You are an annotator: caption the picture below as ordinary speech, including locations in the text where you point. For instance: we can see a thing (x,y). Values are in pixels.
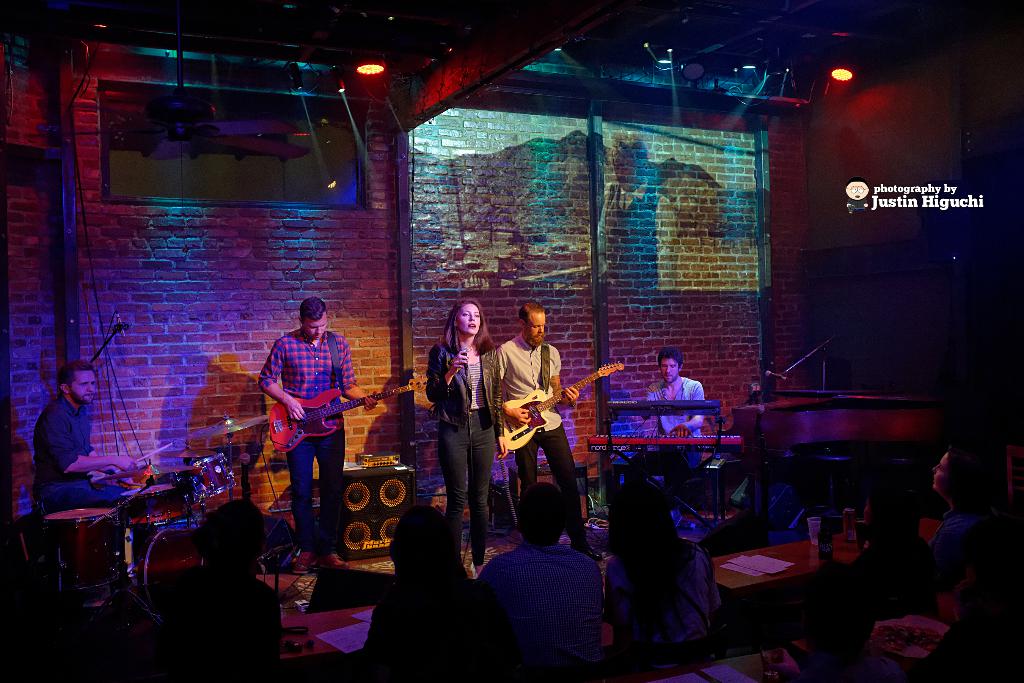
This picture is of inside. In the foreground (586,613) we can see group of persons (554,623) sitting and there is a table (746,577) on the top of which some papers (769,568) and glasses (810,536) are placed. On the right (697,418) there is a man (667,394) sitting and playing the musical keyboard (627,442). In the center (488,354) there is a woman (491,349) and a man (516,381) standing. There is a Man (313,385) standing and playing guitar (389,394). In the left corner (79,412) there is a man (70,483) sitting and playing drums (210,430). In the background (568,119) we can see the brick wall (693,209) and focusing lights (845,77).
